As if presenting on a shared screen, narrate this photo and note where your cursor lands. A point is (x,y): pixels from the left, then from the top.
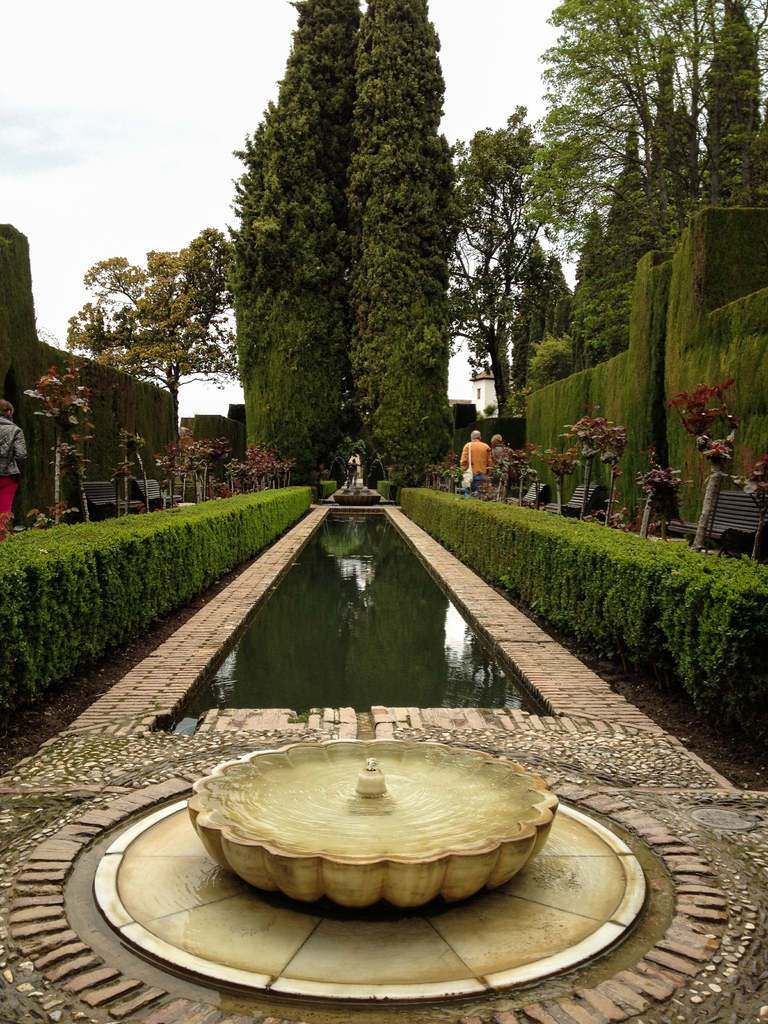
In this image there is the water canal (329,604) in the center (352,599). At the bottom (477,995) there is a water fountain (398,870). On the either sides of the water (332,528) there are hedges (169,528). Behind the hedges (146,562) there are benches (104,508), plants (529,452) and trees (390,287). There are a few people (12,450) in the image. At the top (272,72) there is the sky (462,99).
